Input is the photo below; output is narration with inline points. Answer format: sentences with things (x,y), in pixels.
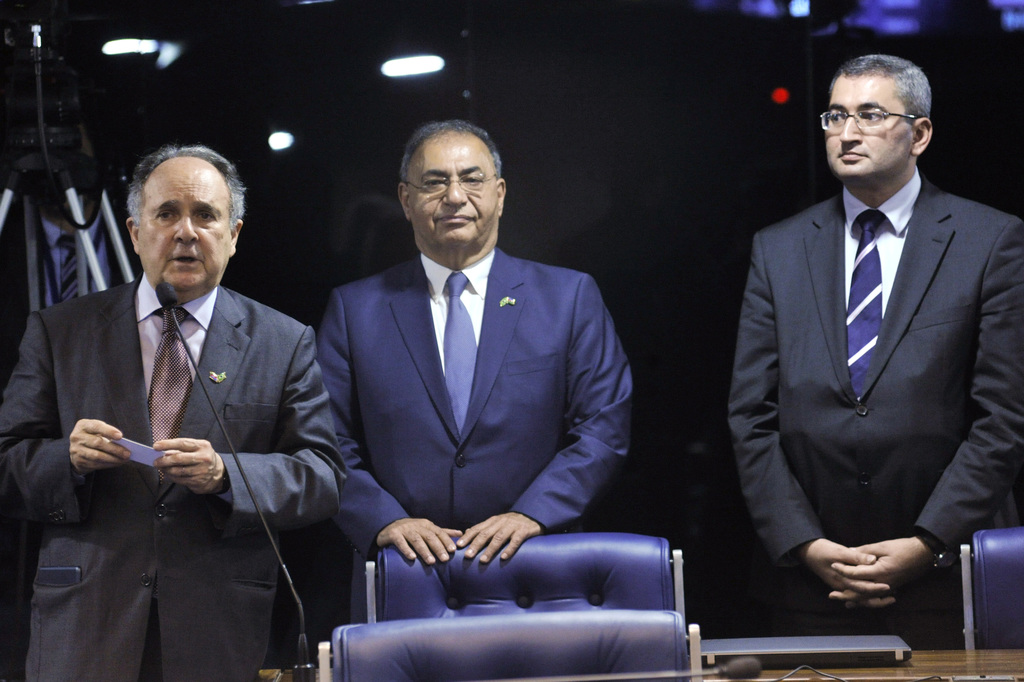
In this picture we can see three men (451,398) wore blazers (382,407), ties (161,358) and in front of them we can see a laptop (768,638), mics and in the background (667,360) we can see lights (109,42) and it is dark.
